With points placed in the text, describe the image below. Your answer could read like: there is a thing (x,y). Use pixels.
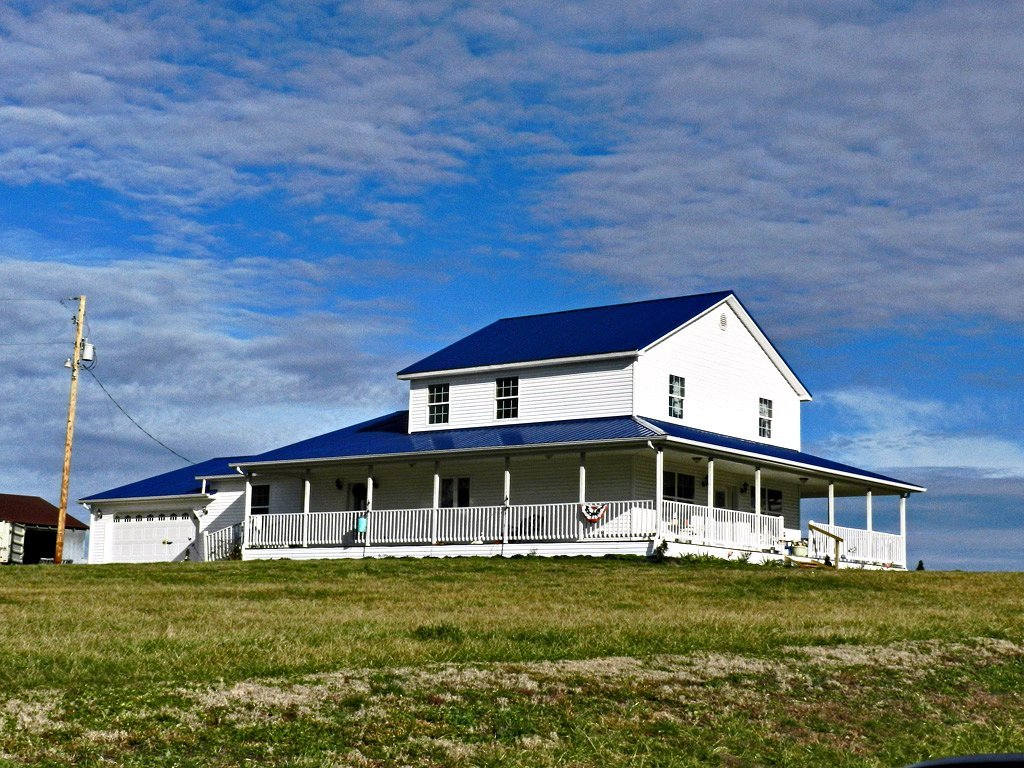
In this image there is a house (411,508) in the middle (390,510). At the top (441,232) there is sky (419,249). On the left side (70,404) there is an electric pole (63,496) through which the wires (156,437) are connected. At the bottom (353,702) there is ground (373,639) on which there is grass (547,609).
